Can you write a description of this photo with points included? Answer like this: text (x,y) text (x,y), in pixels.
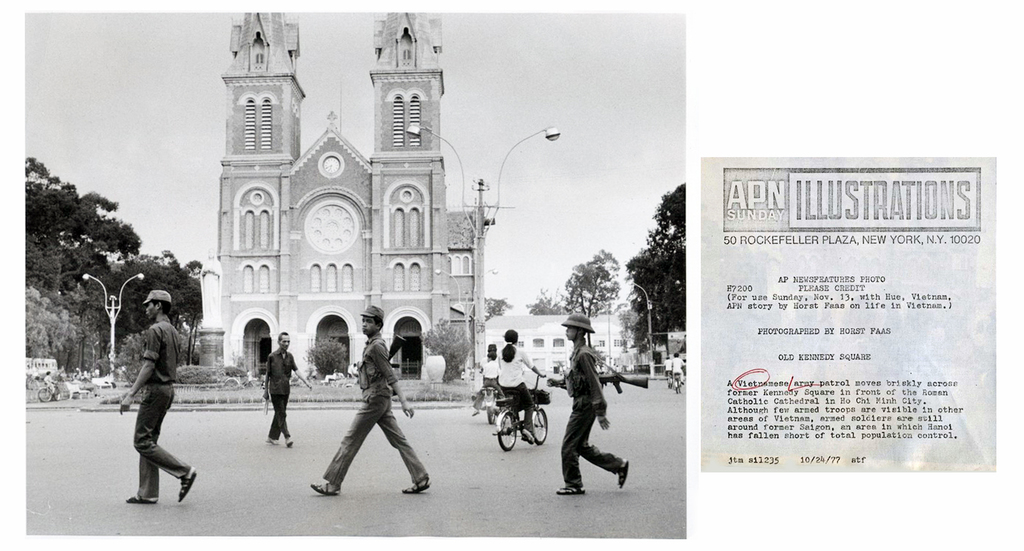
In this black and white picture few people (372,404) are walking on the road (447,468). Few people (515,376) are riding on the bicycles (512,433). There are street lights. Left side (57,384) there is a person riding on the bicycle (53,397). Before him there are benches (100,378) on the land (306,392) having plants (326,356). Background (392,258) there are trees (61,307) and buildings (386,238). Top of the image (545,99) there is sky (564,89). Right side there is some text (839,271). Right side there is a person (622,484) having a gun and he is walking on the road (514,488).
